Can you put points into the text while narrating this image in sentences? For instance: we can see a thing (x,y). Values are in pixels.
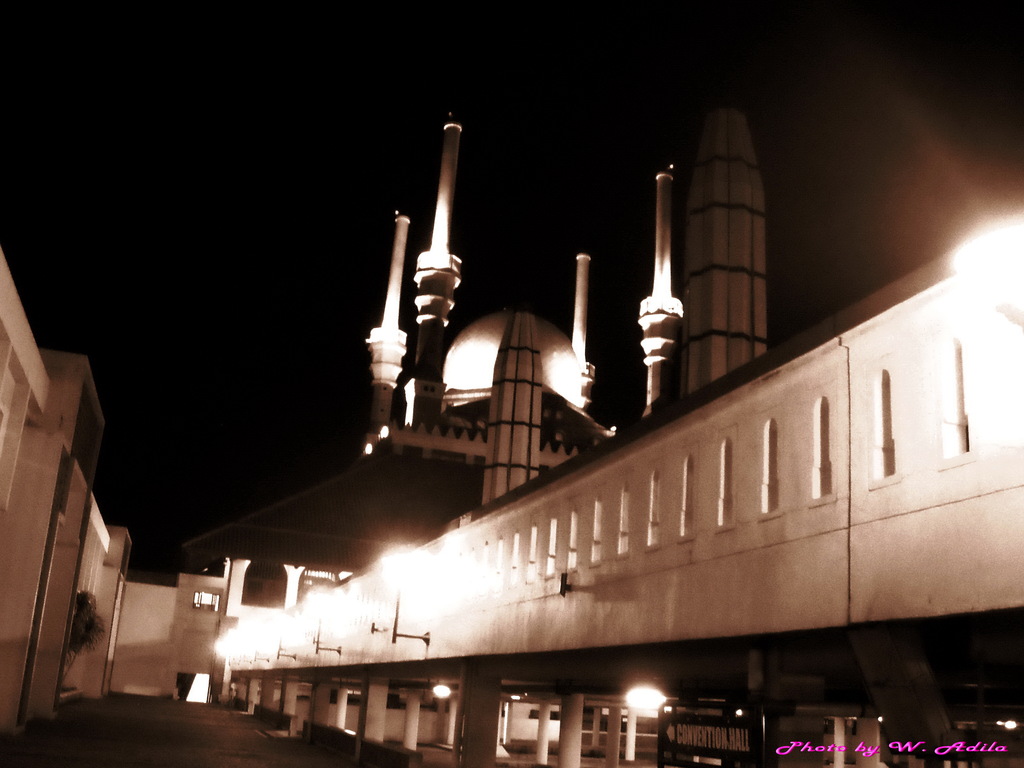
We can see wall (545,545), lights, pillars (476,763), board (716,716), poles (646,351) and dome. In the bottom right side of the image (815,753) we can see text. In the background (674,109) it is dark.
